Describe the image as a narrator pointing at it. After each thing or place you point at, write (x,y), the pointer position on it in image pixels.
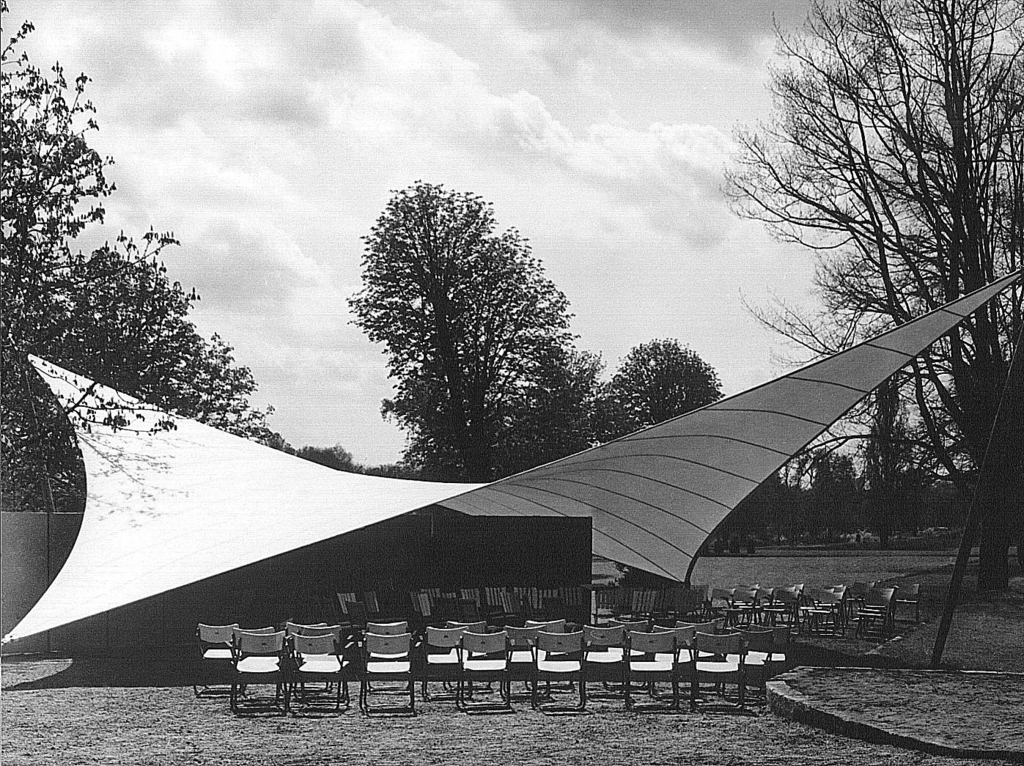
In this picture there is a white color canopy shed (140,563) and many chairs (466,612) placed on the ground (576,683). Behind we can see some dry tree (872,418) and above a cloudy sky (968,337).
